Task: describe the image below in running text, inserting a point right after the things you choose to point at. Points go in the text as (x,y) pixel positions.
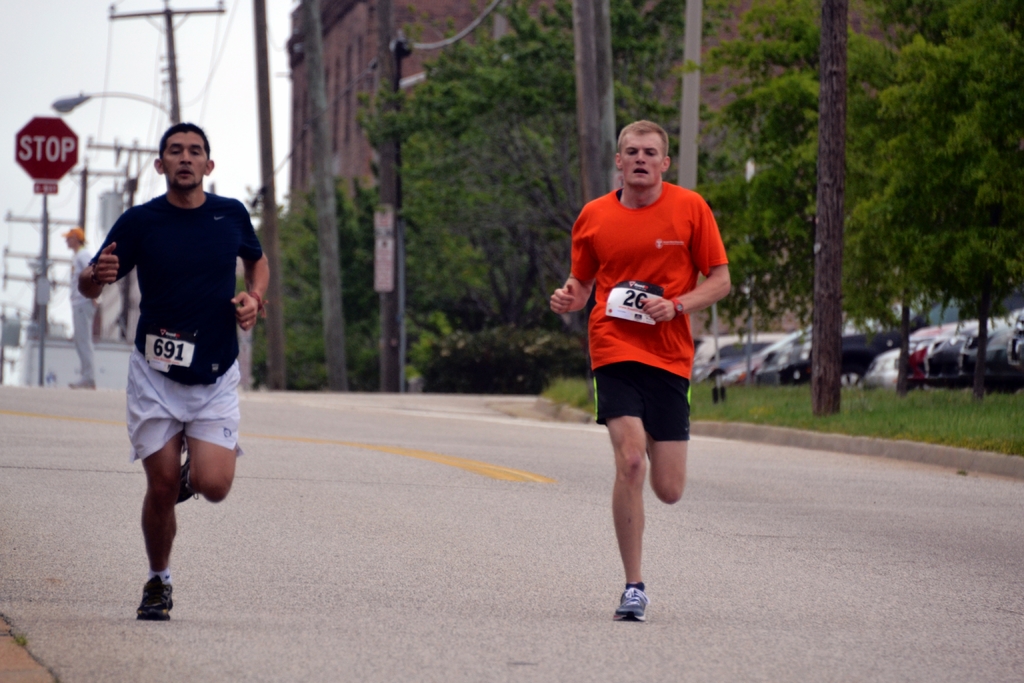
In this image there are two people (256,299) running on the road (367,509). Left side (74,299) there is a person (80,383) standing. There is a board (46,191) attached to the pole (43,301). There are poles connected with the wires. Left side (114,96) there is a street light (75,99). Right side (964,408) there is a tree trunk (816,287) on the grassland (994,408). Right side (705,350) there are vehicles (744,370). Background (771,219) there are trees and buildings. Left top there is sky (51,51).
